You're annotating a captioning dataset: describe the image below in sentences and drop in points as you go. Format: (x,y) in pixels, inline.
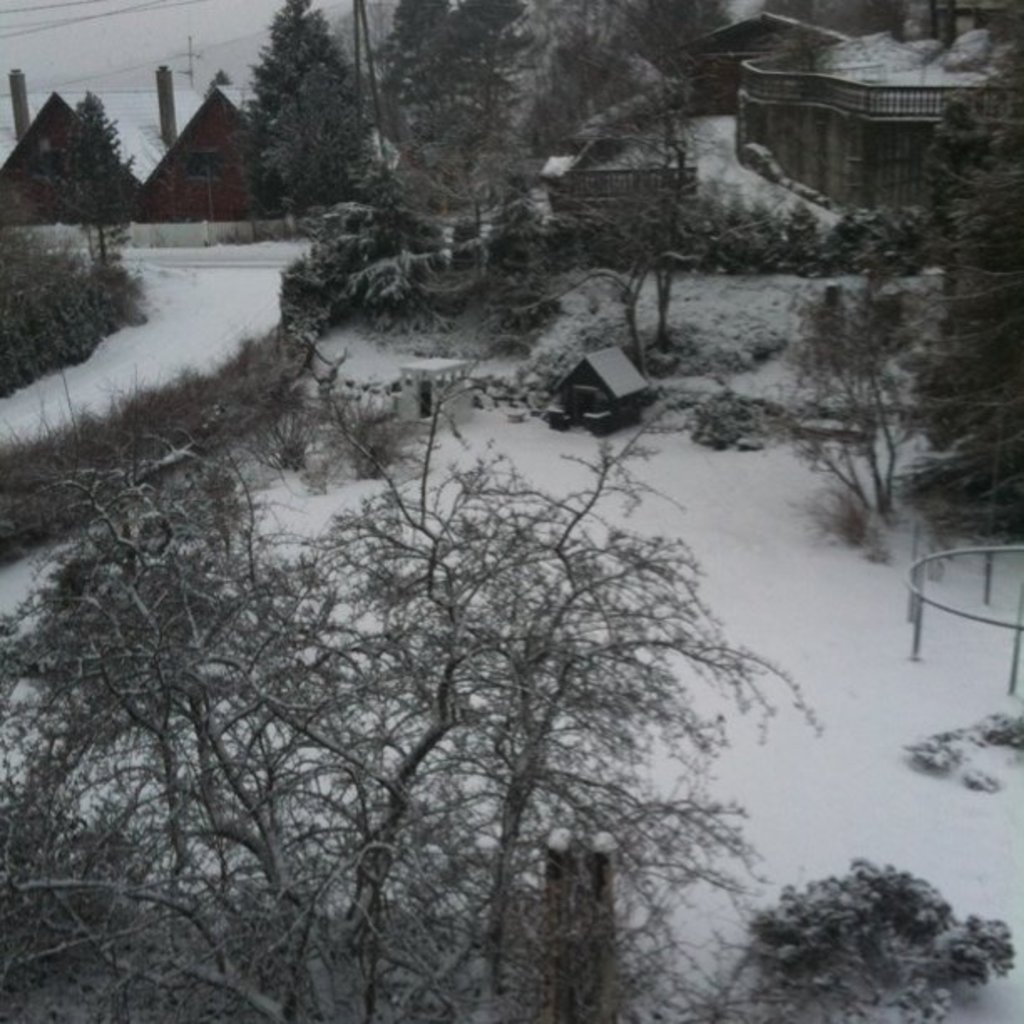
In this image we can see snow (877,614), trees (525,562), house (209,121), chimneys (19,93) and sky (140,45).
